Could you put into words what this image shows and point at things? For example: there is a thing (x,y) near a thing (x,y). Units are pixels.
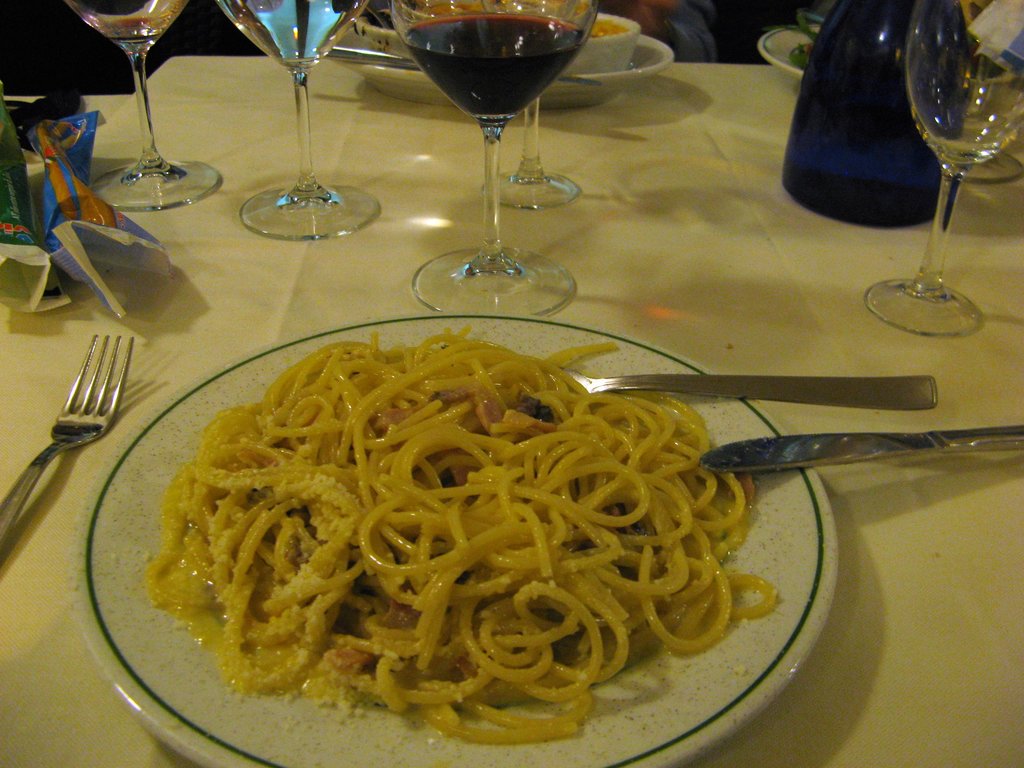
In the picture we can see a table (924,635) which is cream in color and on it we can see a plate (633,703) with noodles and in it we can see a spoon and knife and beside the plate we can see a fork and around the plate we can see some glass of wine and a bottle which is blue in color and behind it we can see some plates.
